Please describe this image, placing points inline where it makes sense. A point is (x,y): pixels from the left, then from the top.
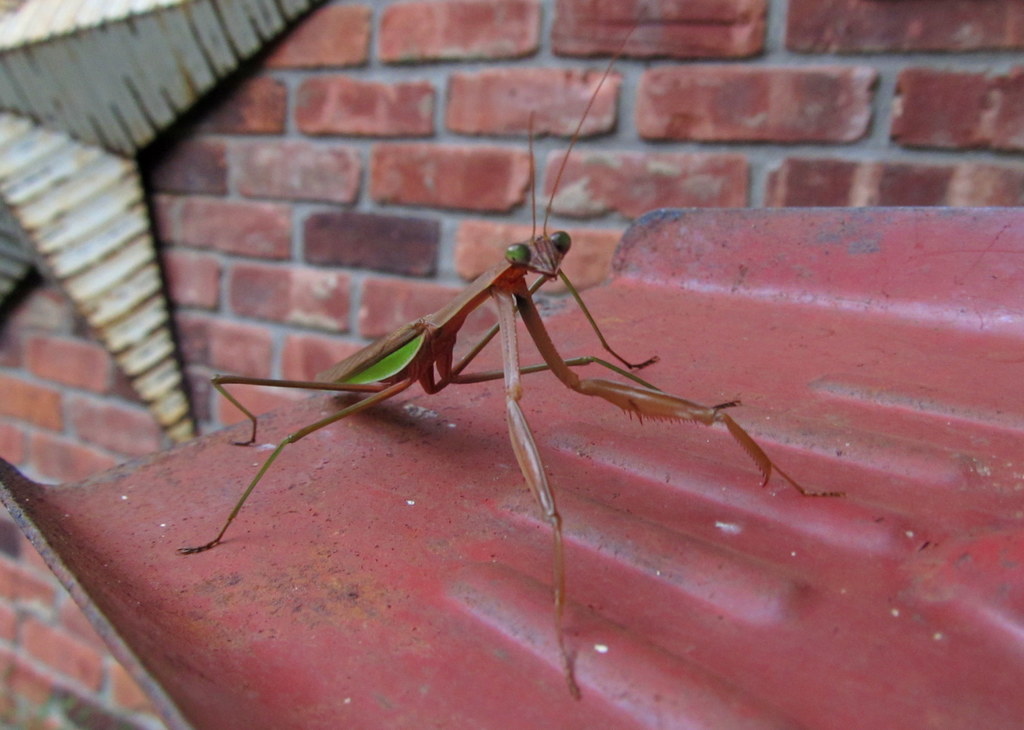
This is an insect (343,370), which is named as mantis (466,362), which is on an iron plate (643,377). I can see a star (29,94), which is attached to the wall (385,187). This is a wall (498,130), which is built with the bricks (658,94).
